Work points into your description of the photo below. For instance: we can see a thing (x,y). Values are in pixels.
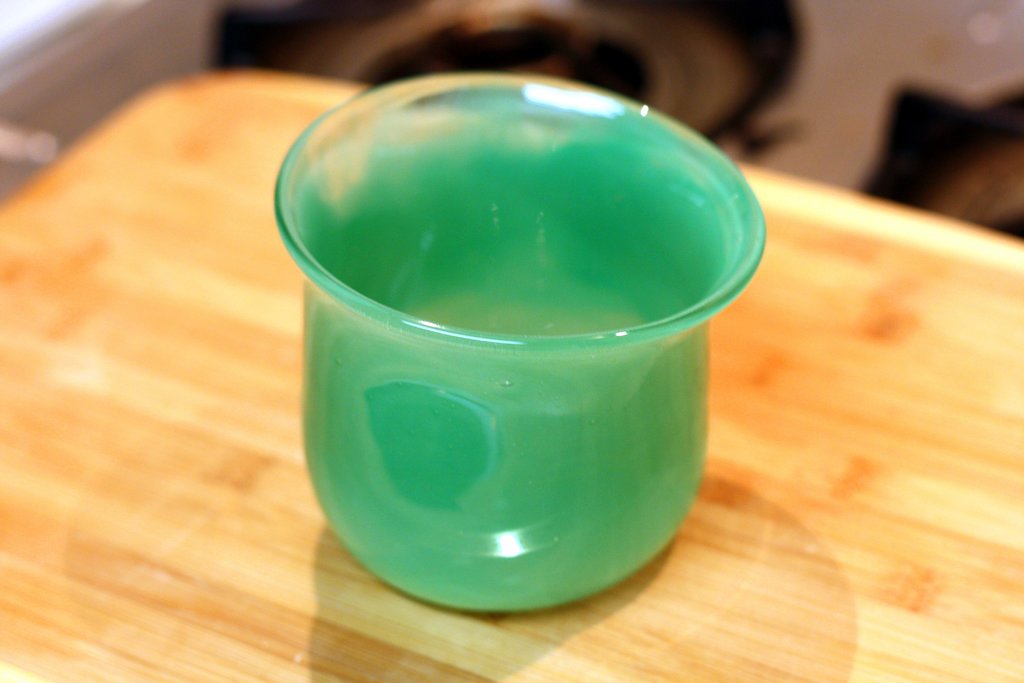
In this picture I can see a glass item (326,476) on the wooden board (271,465), and there is blur background (616,60).
